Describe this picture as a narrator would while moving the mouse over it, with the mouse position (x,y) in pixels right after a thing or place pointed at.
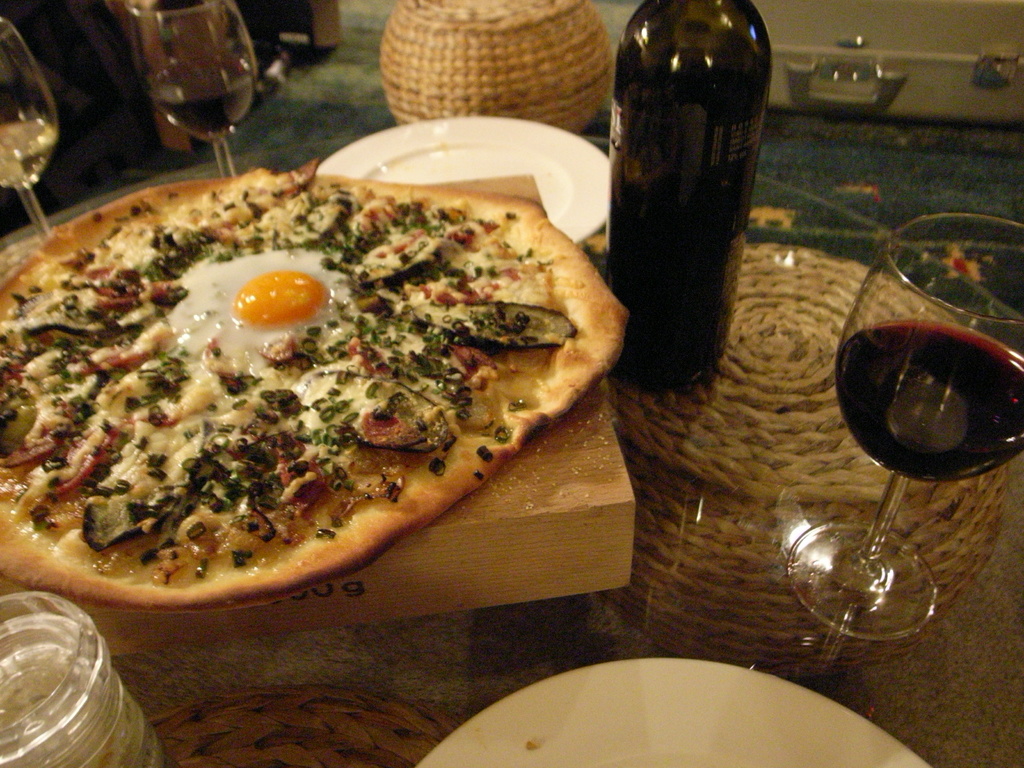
In this image we can see a table (787,364) containing some food (488,441) on a wooden block (451,578), some plates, glasses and a bottle (720,287) which are placed on it. We can also see a stool (812,427) on the floor (997,205).
